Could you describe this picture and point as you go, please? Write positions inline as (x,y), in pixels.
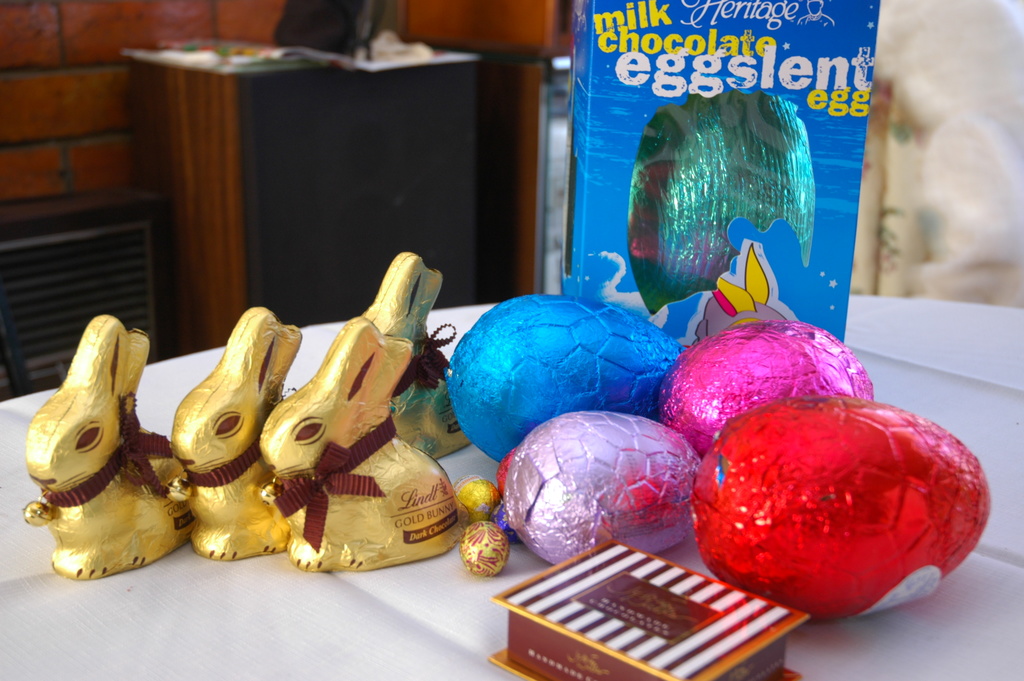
In this image I can see a table (18,566), on the table (37,571) I can see chocolate bunnies (89,563) and colorful eggs (646,481) and box (817,272) beside the table (434,322) I can see another table (265,219), the wall (166,37).
